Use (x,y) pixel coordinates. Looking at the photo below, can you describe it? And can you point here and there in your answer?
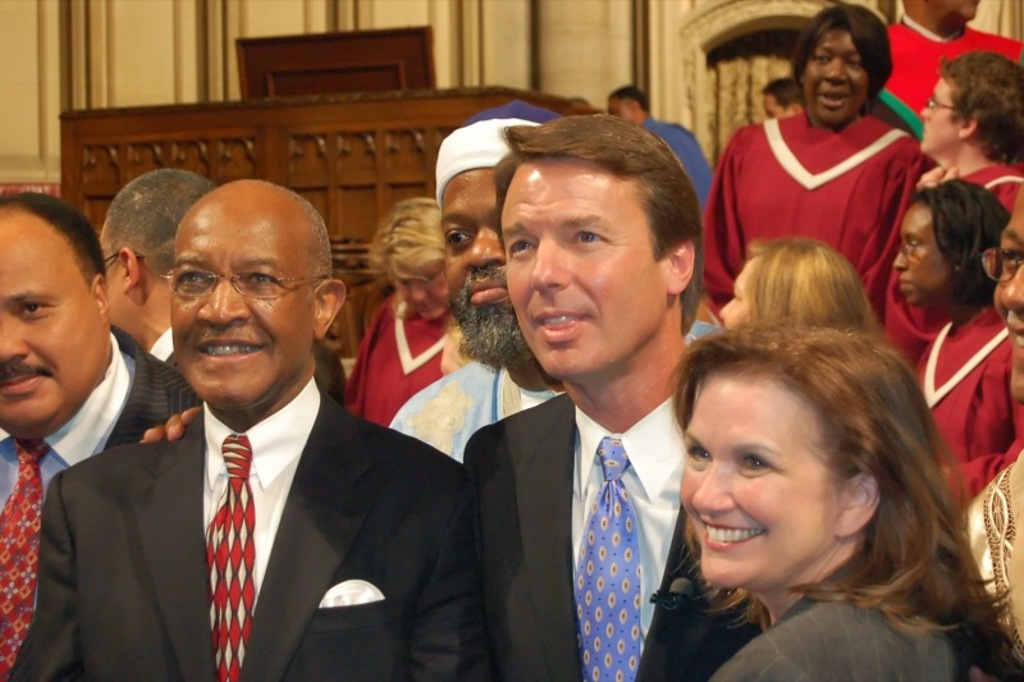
In this image we can see people (770,342). In the background (340,223) we can see wall (655,26) and a wooden object (395,163).
